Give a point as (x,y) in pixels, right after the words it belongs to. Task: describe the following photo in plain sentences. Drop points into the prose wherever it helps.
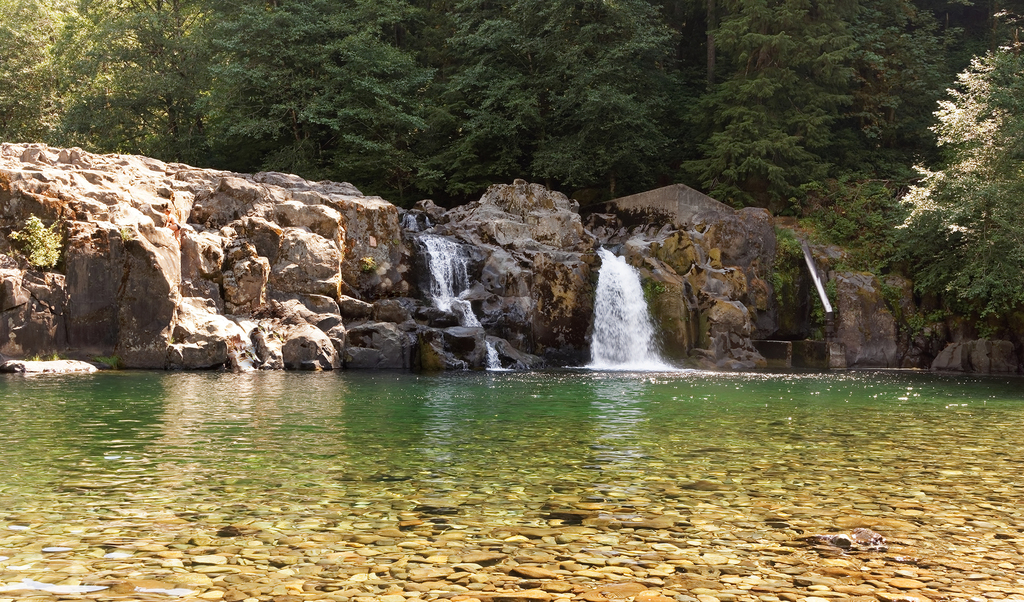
In this image there is a river (558,414), waterfall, rocks (554,272) and trees (611,138).
